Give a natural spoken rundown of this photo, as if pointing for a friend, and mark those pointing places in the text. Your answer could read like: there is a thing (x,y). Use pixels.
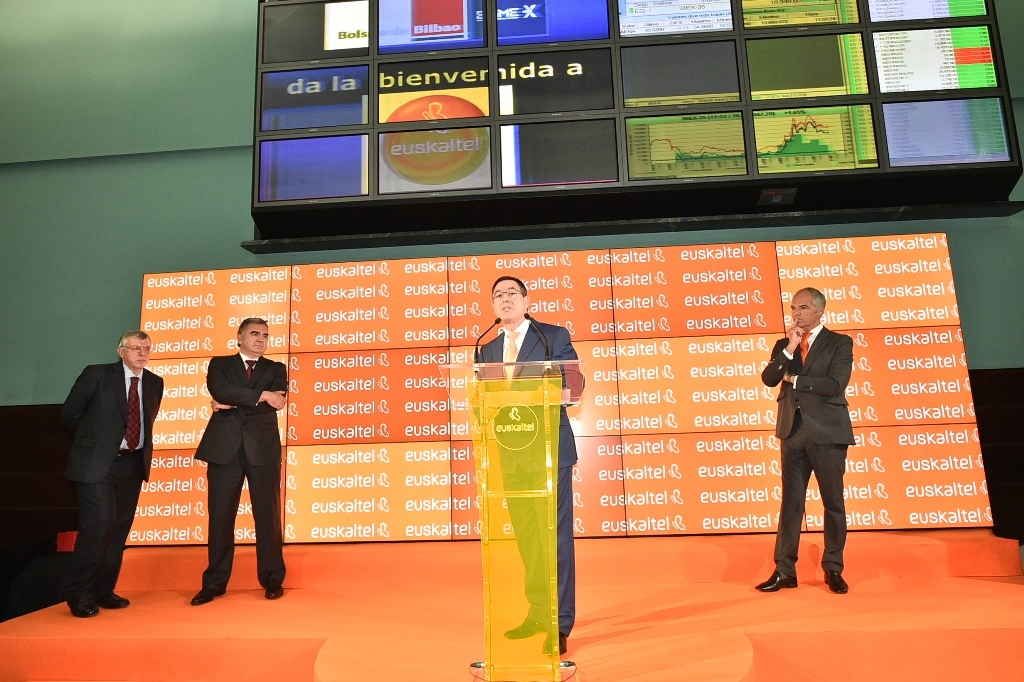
Above the stage (181,601) I can see podium (571,366) and four people (802,408). In the background (336,338) there are hoardings (273,348) and wall (144,115).
